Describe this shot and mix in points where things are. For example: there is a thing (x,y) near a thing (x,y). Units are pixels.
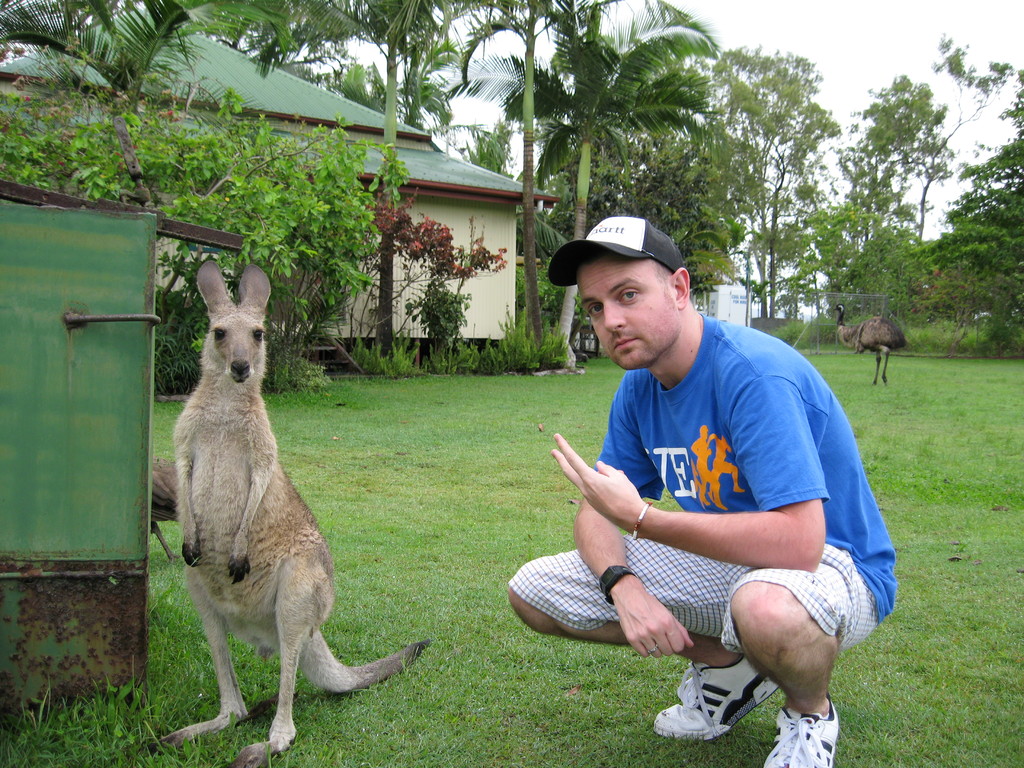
In this image we can see a person (744,516), an animal (255,559) beside the person (677,348) and a metal object (102,452) beside the animal (181,448) and a bird (866,332) on the ground (376,415) and in the background (376,309) there are few trees (961,307), fence (833,337), building (513,268) and the sky (841,59).
